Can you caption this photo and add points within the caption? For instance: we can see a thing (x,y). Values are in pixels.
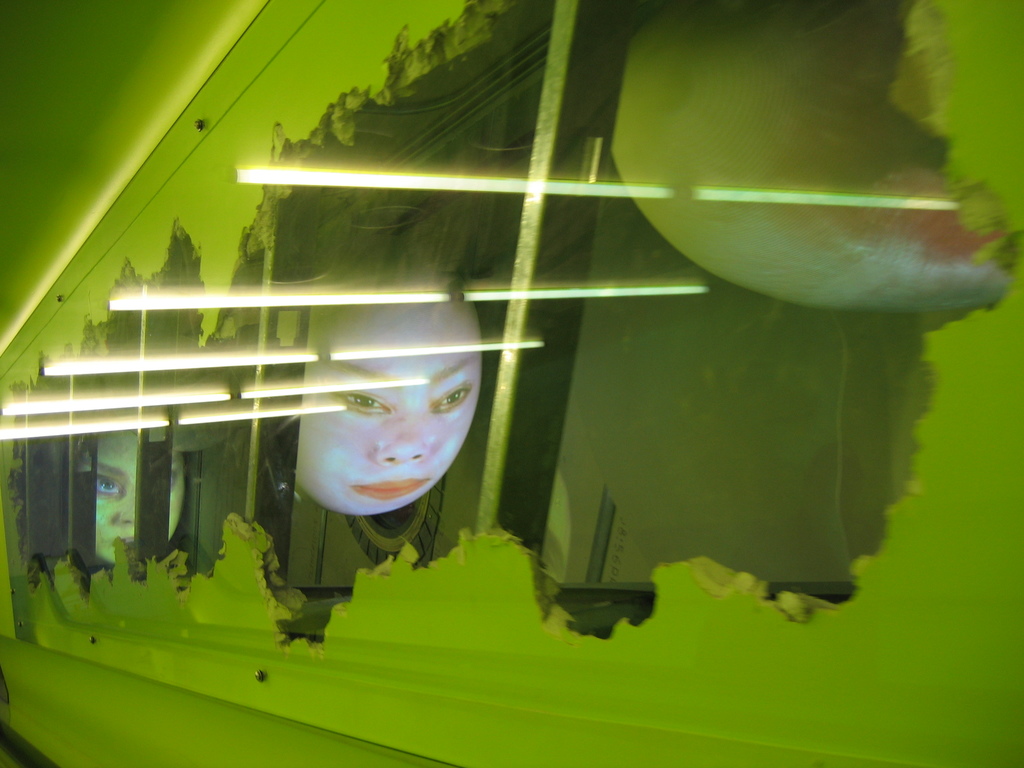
In the picture we can see the glass (392,375) around it, we can see the green color frame (972,692) and on the glass (796,455) we can see the reflection (412,405) of two human faces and lights (220,303).
